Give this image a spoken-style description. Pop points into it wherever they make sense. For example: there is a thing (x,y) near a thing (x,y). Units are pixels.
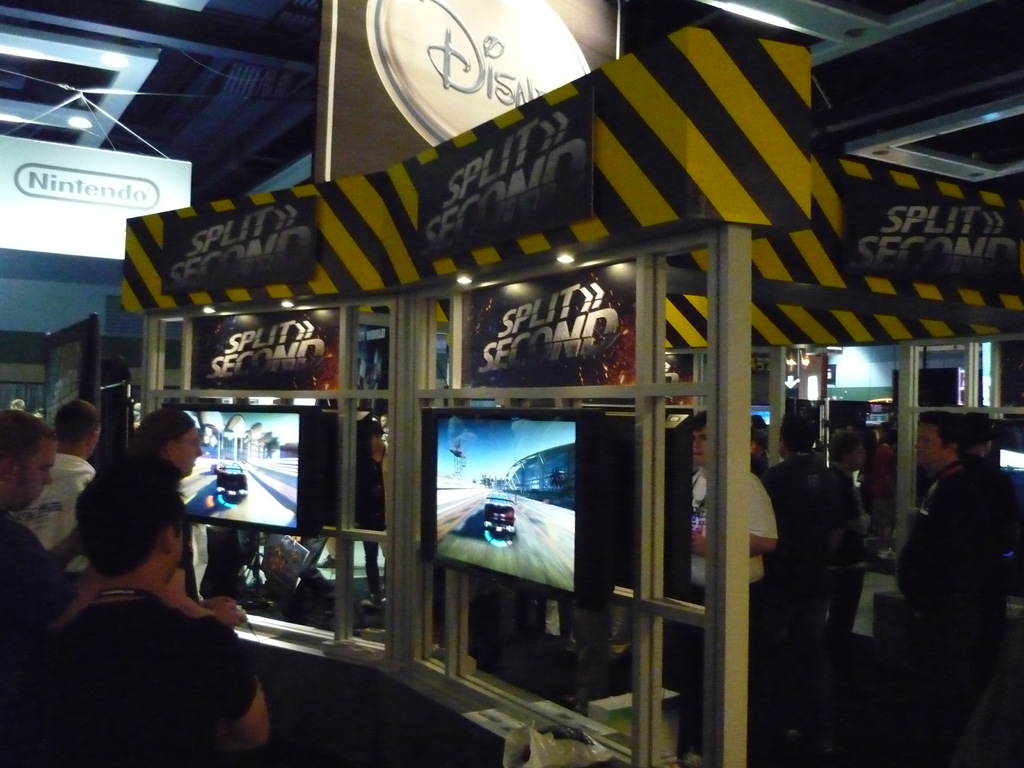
In this image I can see few persons (103,570) standing and in front of them I can see television screens (188,486). In the background (132,80) I can see the ceiling (145,72) and few boards (111,172) to the ceiling (91,116).
